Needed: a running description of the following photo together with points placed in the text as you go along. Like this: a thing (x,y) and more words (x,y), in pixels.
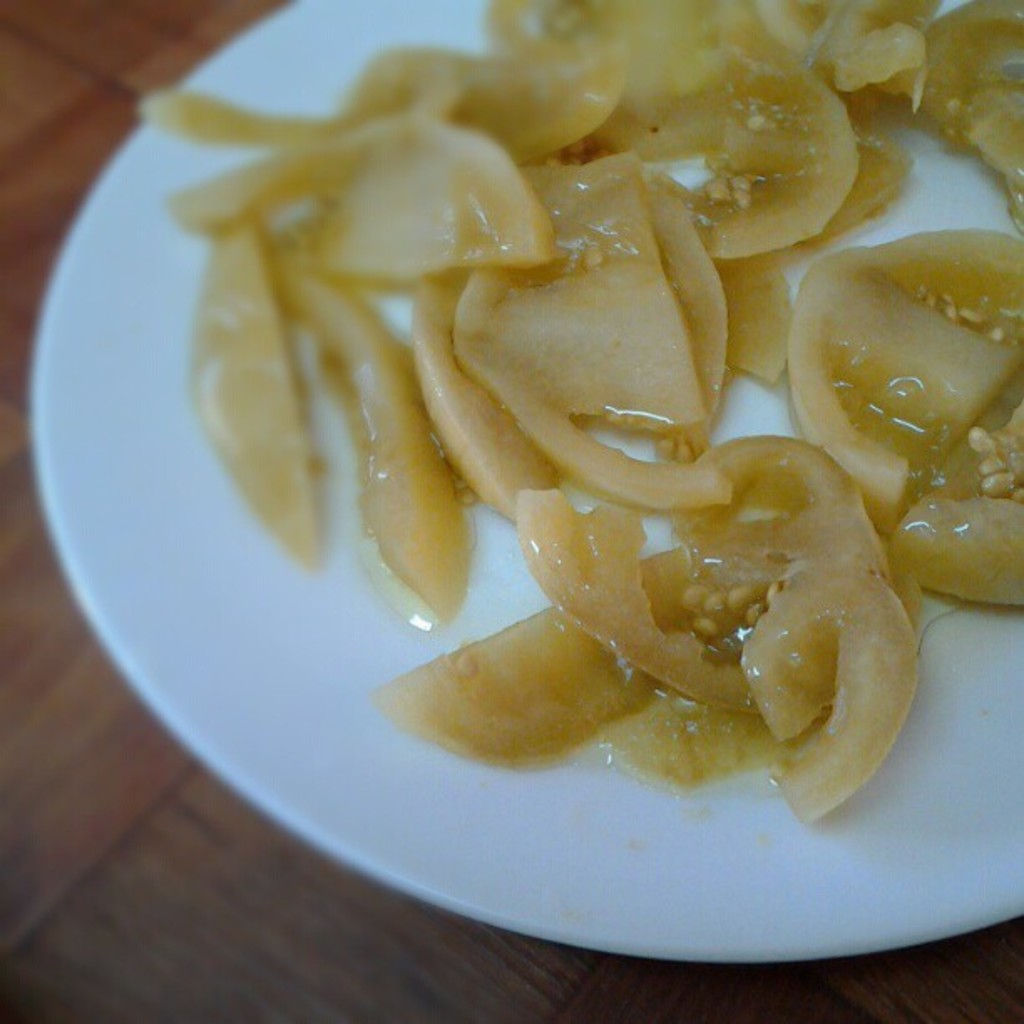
In this image we can see food (761,570) placed in a plate (275,744) kept on the surface (12,497).
